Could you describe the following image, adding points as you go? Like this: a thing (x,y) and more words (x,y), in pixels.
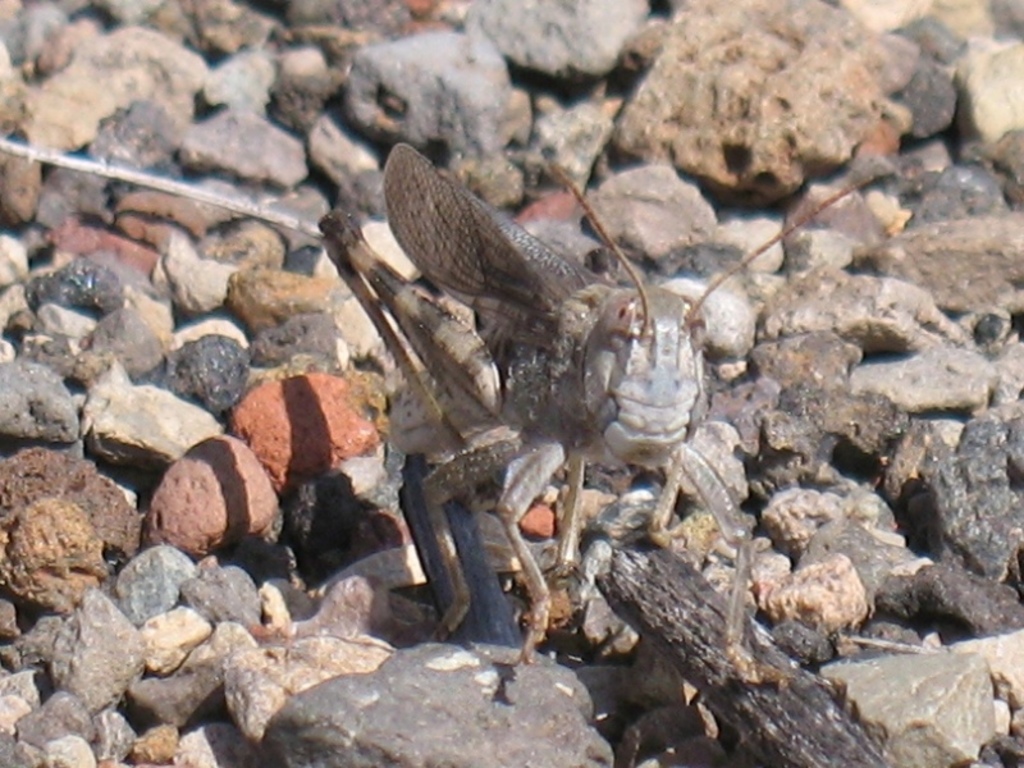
Here in this picture we can see a band wing grasshopper (531,407) present on the ground (368,455) and we can see stones (695,281) present all over there.
